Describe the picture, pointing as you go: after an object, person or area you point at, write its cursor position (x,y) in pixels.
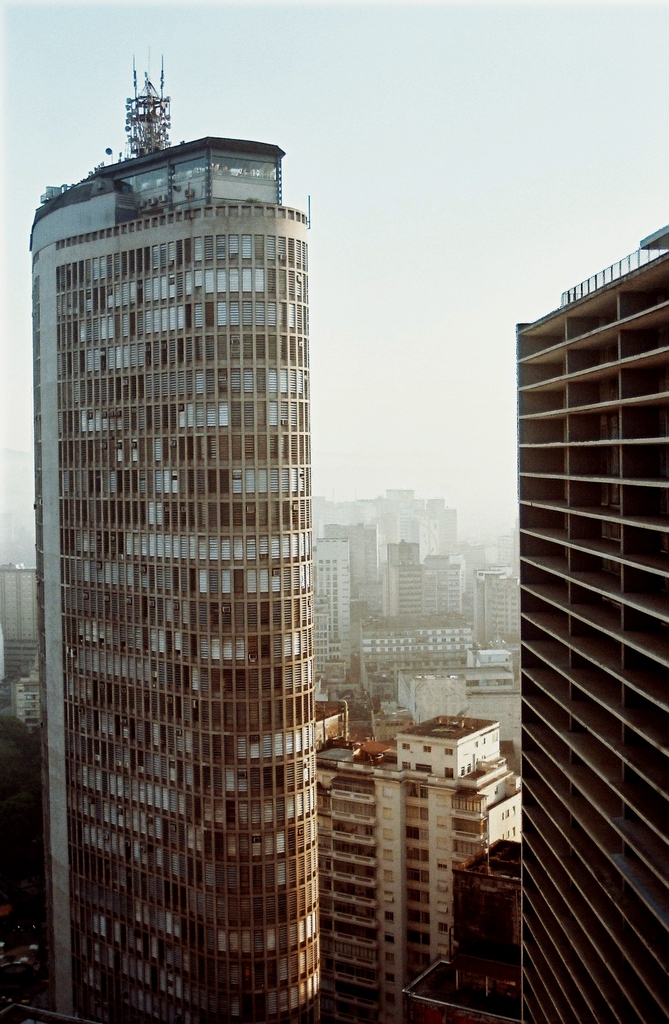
In this image I can see number of buildings (534,781) and in the background (401,244) I can see the sky (401,244).
